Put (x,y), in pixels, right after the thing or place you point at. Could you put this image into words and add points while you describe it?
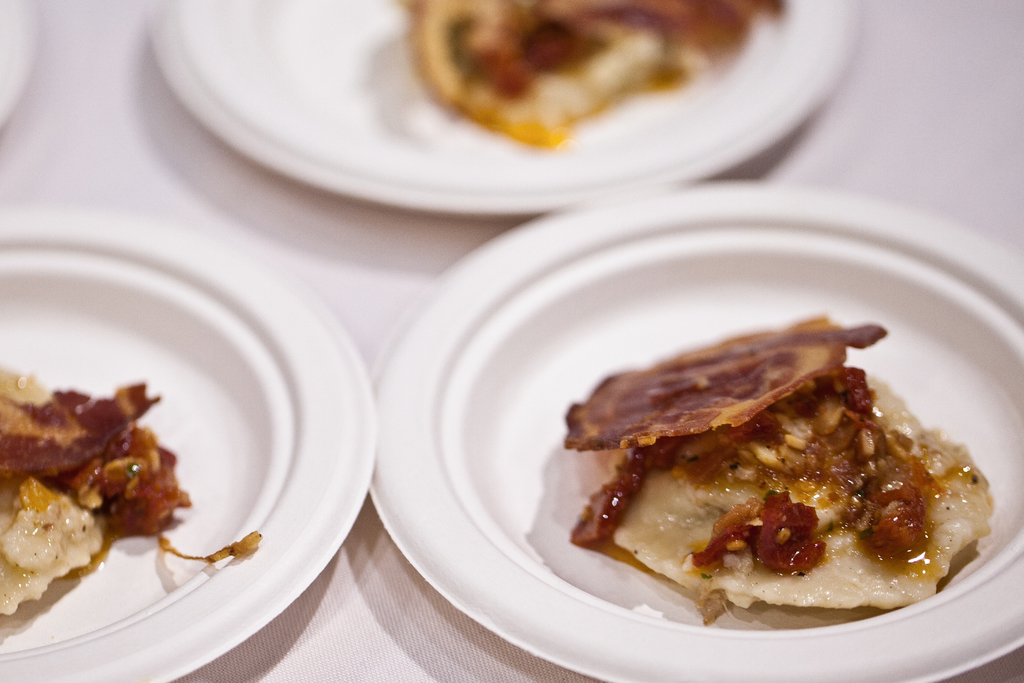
In this picture we can see there are three plates (258,426) on an object (325,658) and on the plates (328,396) there are some food items (16,548).
